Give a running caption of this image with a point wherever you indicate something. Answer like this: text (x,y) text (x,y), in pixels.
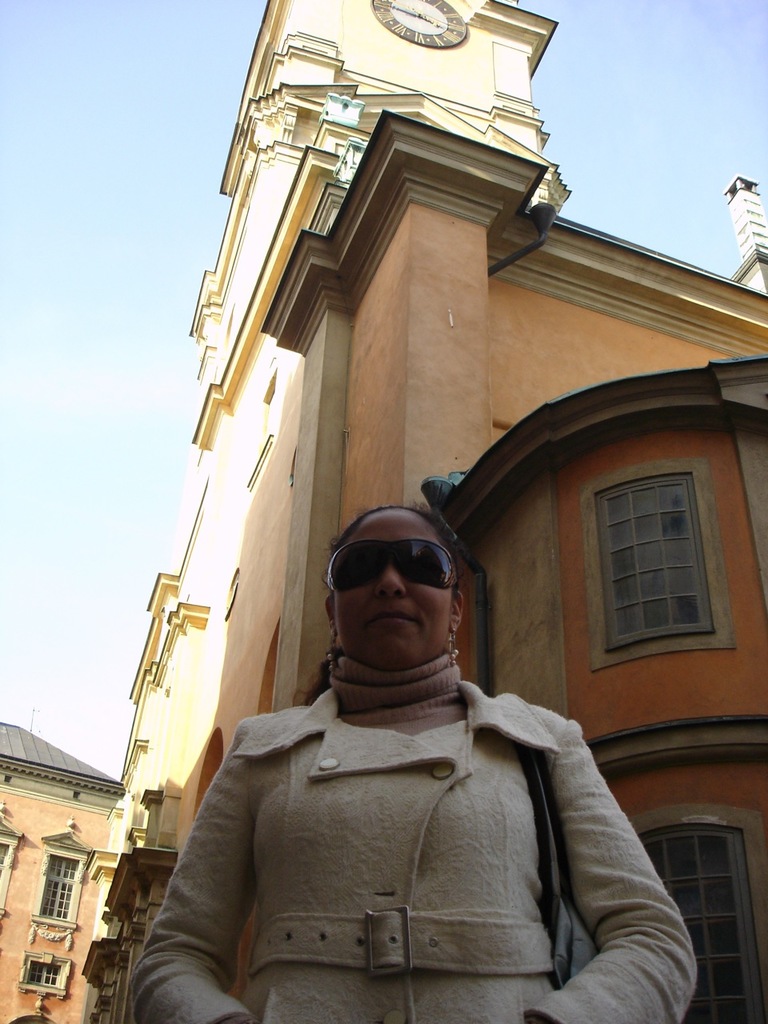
At the center of the image (328,660) there is a lady (385,829) wearing goggles (366,573) and standing, behind her there is a building (308,466). In the background (645,128) there is a sky (609,146).
